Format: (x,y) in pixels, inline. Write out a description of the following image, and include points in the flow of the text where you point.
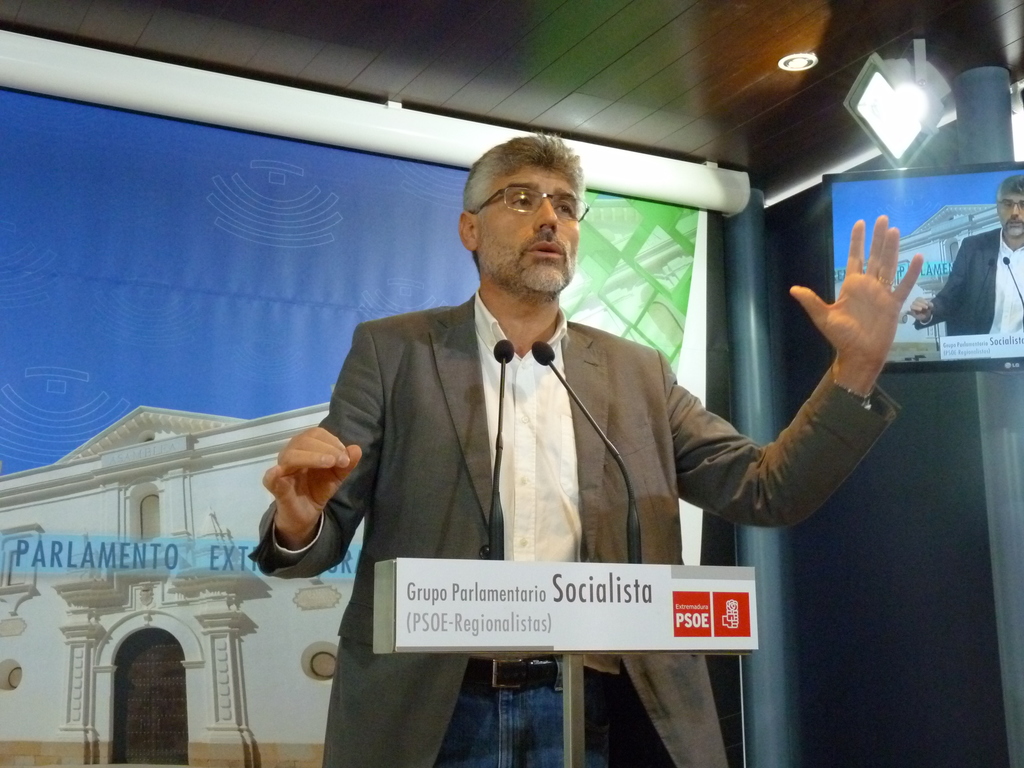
In this image there is man (410,366) standing in front of a podium (429,634), on that podium (699,616) there are mics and there is some text (536,601) written, in the background (75,181) there is poster (82,429) on that poster (140,416) there is building (141,432) and there is some text (34,551), on the right side (1018,312) there is a monitor (1019,209), at top (686,50) there is ceiling (624,59) and lights (862,86).
